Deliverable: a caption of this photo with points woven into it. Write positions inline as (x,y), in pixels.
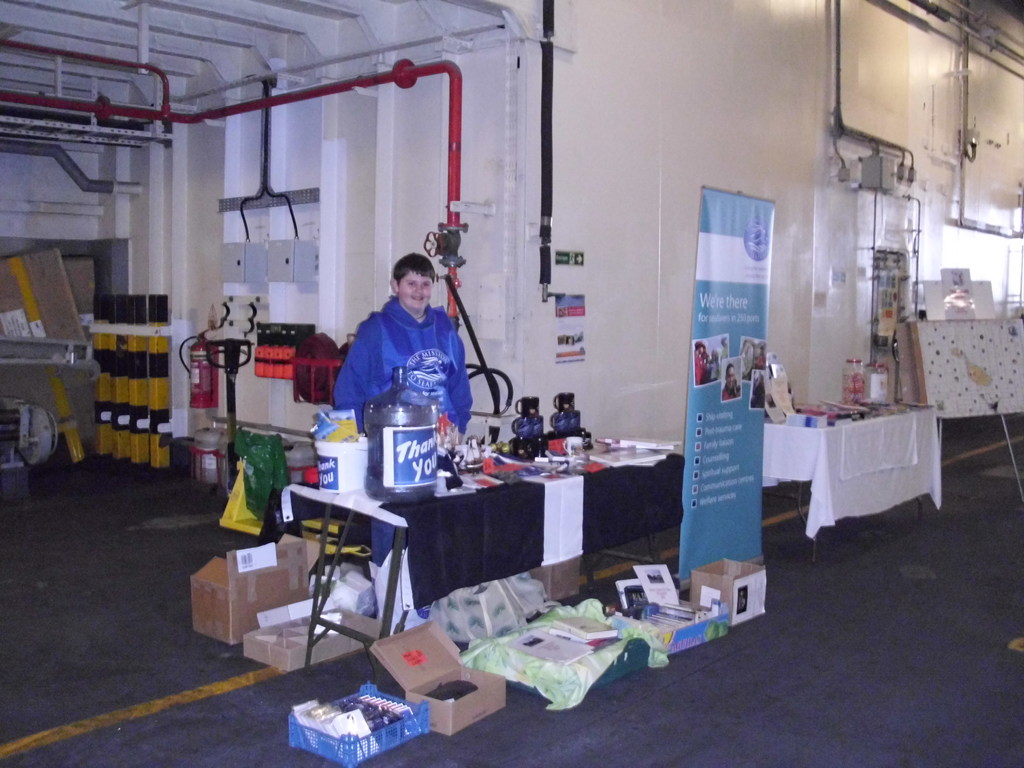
In this image I can see the person (401,319) standing in-front of the table (451,510). The person (374,352) is wearing the blue color dress (377,383). On the table (614,470) I can see the can (382,459), bucket (327,468), papers (538,470) and many objects (530,465). To the side of the table (595,495) I can see the banner (752,367), another table (834,409) with objects (874,415) and the board (940,359). To the left (240,456) I can see the fire extinguisher (203,394) and many objects (81,372). I can see some cardboard boxes (266,634) and blue color box (311,730) on the floor (680,741). In the background (354,75) I can see the pipes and the wall (596,81).
